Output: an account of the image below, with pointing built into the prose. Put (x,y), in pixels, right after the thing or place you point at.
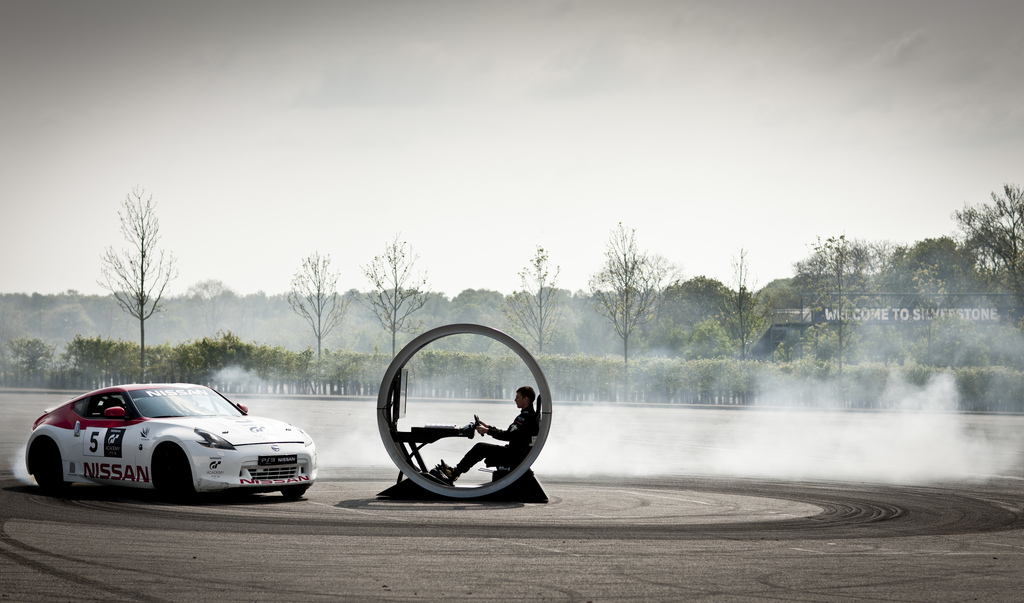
In this image, I can see the man (490,455) sitting on the seat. This looks like a circular car (400,435) with a screen (400,392), table (417,426) and steering wheel (474,429). This is a car (128,423). I can see the trees (282,353). I think this is the name board (909,318).
